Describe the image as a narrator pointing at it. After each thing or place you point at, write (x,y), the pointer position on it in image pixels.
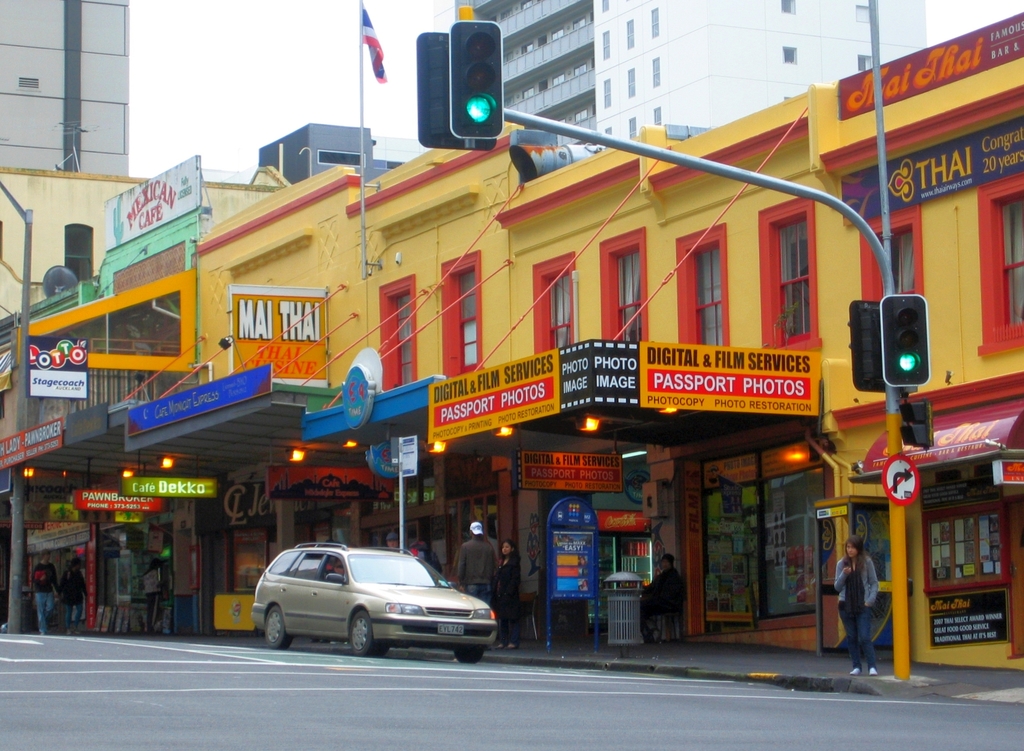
In this image we can see a vehicle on the road (737,721), traffic signal pole (901,549), few shops (952,549), written text (200,484) on the boards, few people (861,570), glass doors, we can see few buildings (513,109) and windows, we can see the sky (206,28).
